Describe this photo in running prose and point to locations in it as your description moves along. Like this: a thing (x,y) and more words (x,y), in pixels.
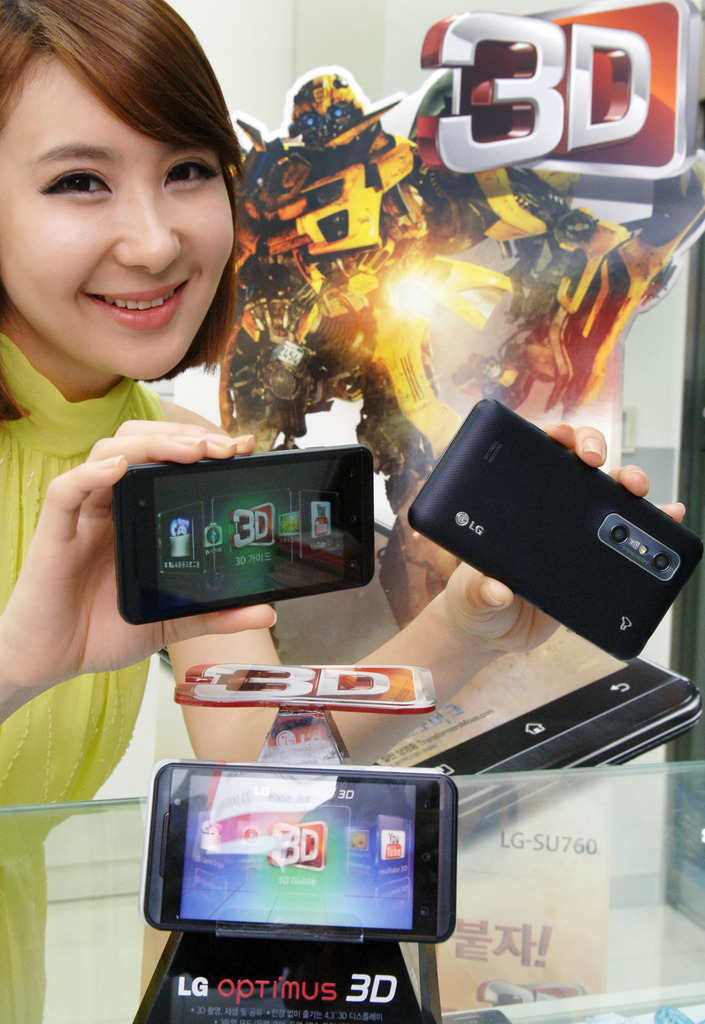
In this image we can see a lady (25,873) standing and holding mobiles (252,503). At the bottom (270,934) there is a mobile (254,878) placed on the stand (255,974) and there is a table (698,852). In the background (483,288) there is a board (389,164).
